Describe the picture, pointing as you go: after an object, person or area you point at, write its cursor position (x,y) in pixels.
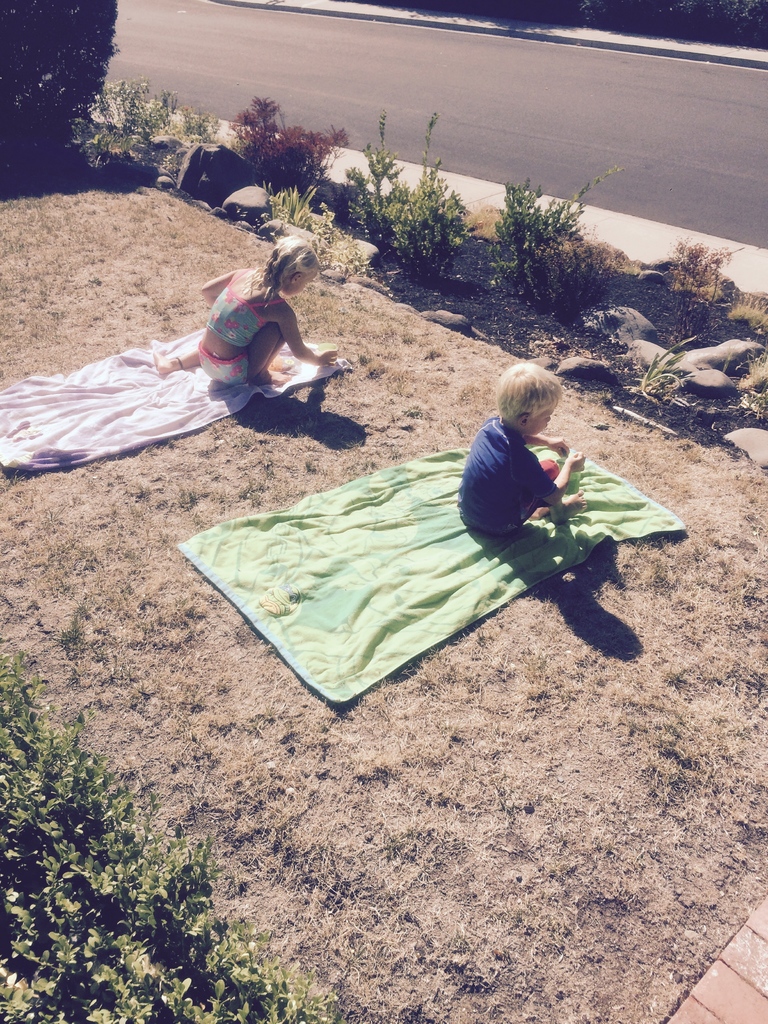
In this image there is road (244,70), there are plants (307,169), there are two children (509,438), there is a blanket (361,558) on the ground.
